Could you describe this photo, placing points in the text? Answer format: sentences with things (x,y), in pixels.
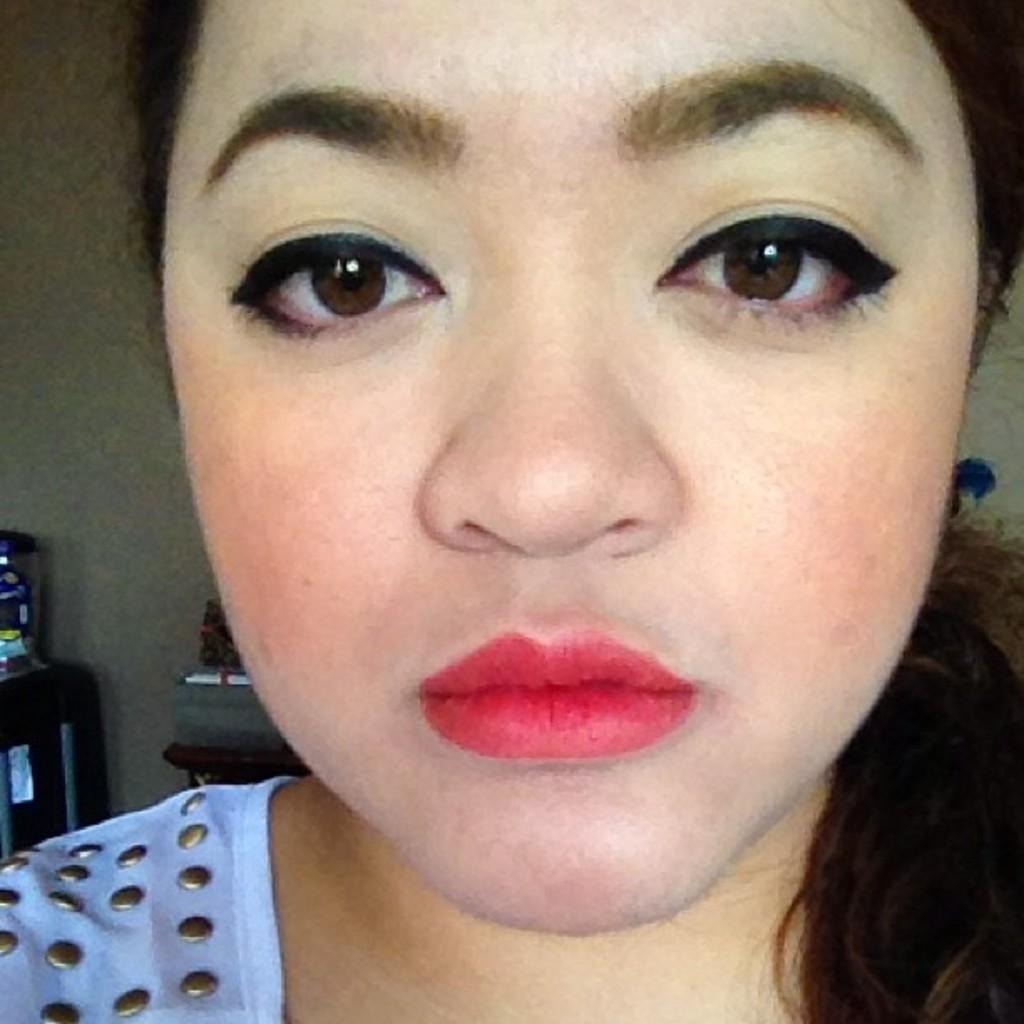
In this image in the foreground (729,646) there is one woman (707,718), and in the background (70,770) there is a wall (142,743) and some objects (177,767).
